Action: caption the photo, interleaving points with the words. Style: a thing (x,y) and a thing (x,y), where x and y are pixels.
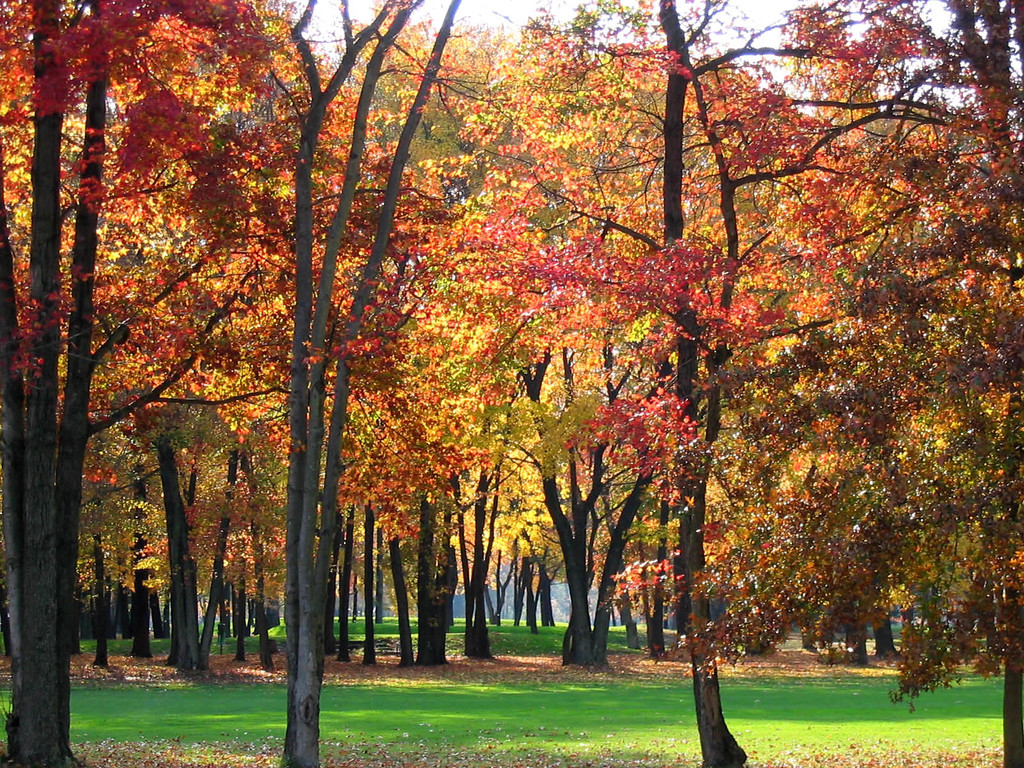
In this image there are trees (394,411), at the bottom (284,729) there are some dry leaves (274,750) and grass (804,684).
